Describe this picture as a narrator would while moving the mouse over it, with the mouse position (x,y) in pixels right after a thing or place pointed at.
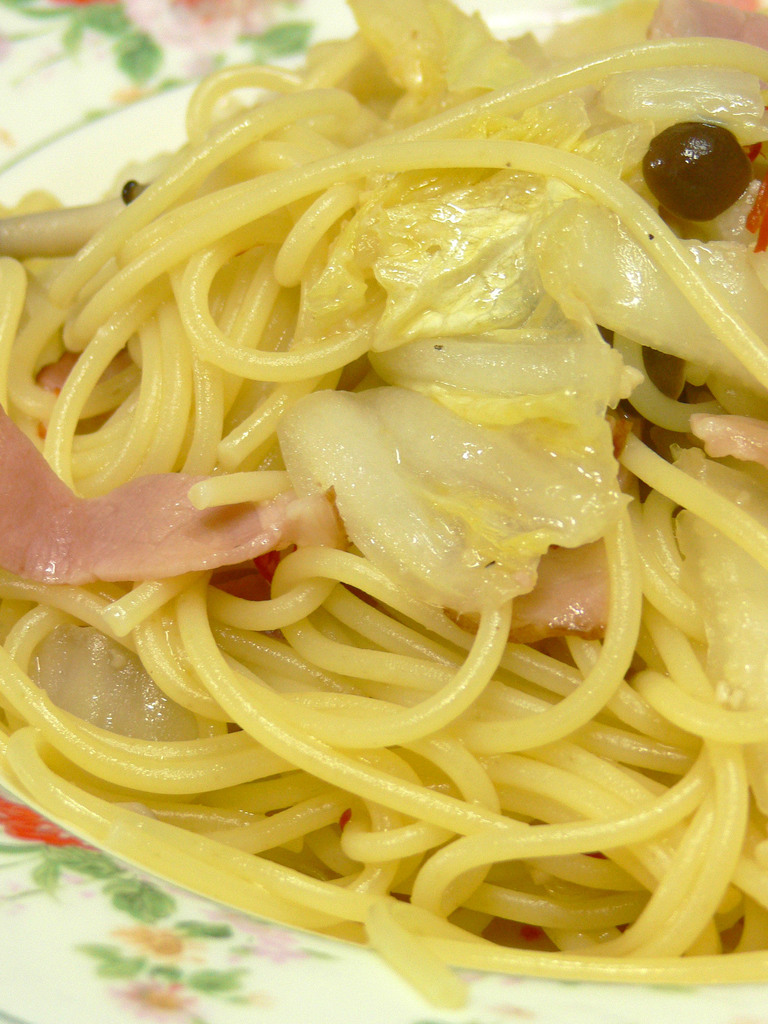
In this image there is a plate (146,118), and in the plate (116,61) there are noodles (665,255).
